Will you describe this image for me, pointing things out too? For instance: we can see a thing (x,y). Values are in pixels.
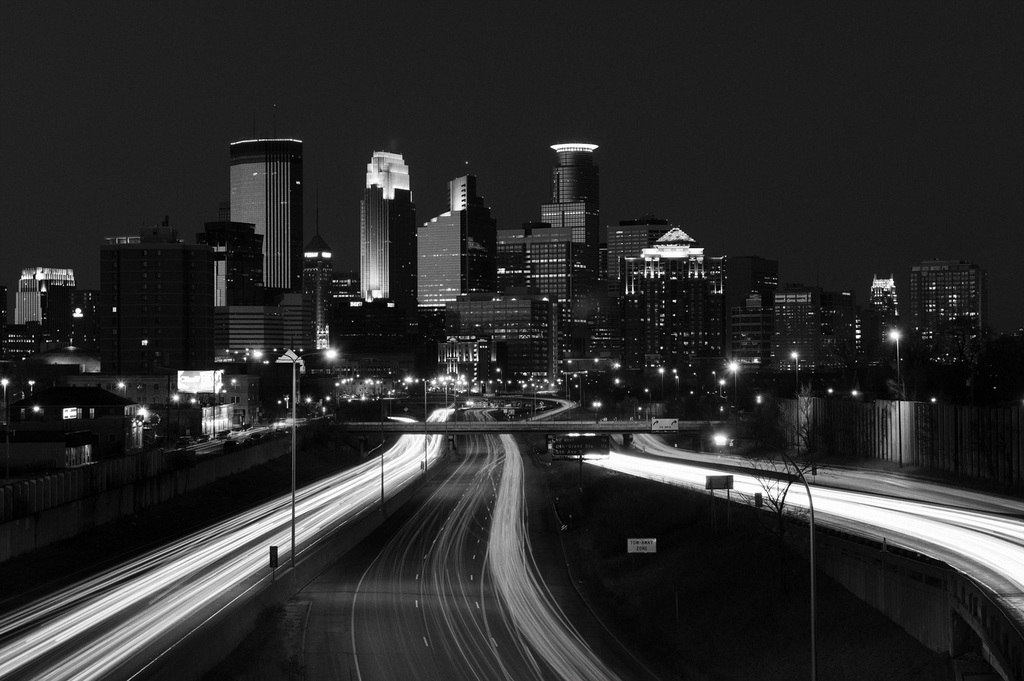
This is a black and white image, and here we can see buildings (505,330), lights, poles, boards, a fence (864,432) and there is a road (517,590).
